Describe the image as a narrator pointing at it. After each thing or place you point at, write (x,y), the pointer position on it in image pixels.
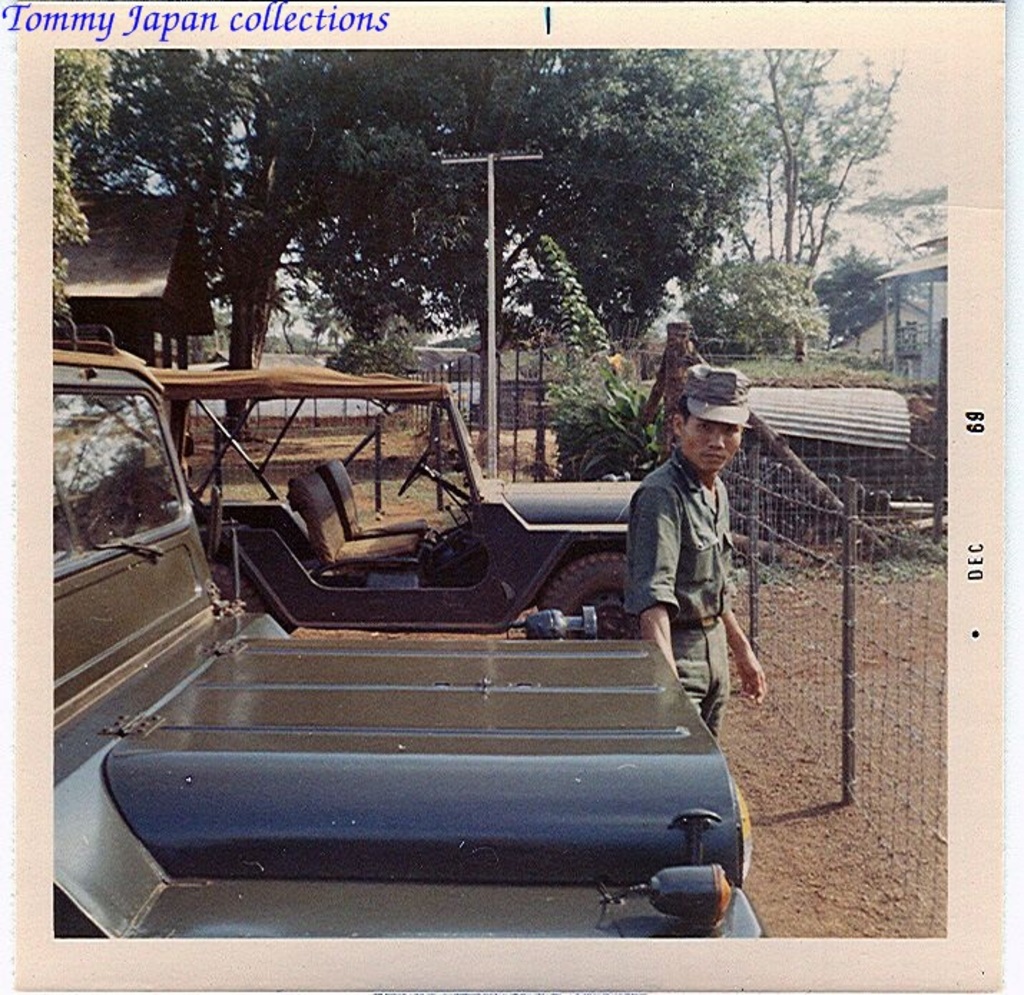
In this image we can see there are two vehicles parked and a person (724,501) is standing in front of it, in the background (142,209) there are trees (79,218), railings (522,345), plants (556,379), poles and houses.
